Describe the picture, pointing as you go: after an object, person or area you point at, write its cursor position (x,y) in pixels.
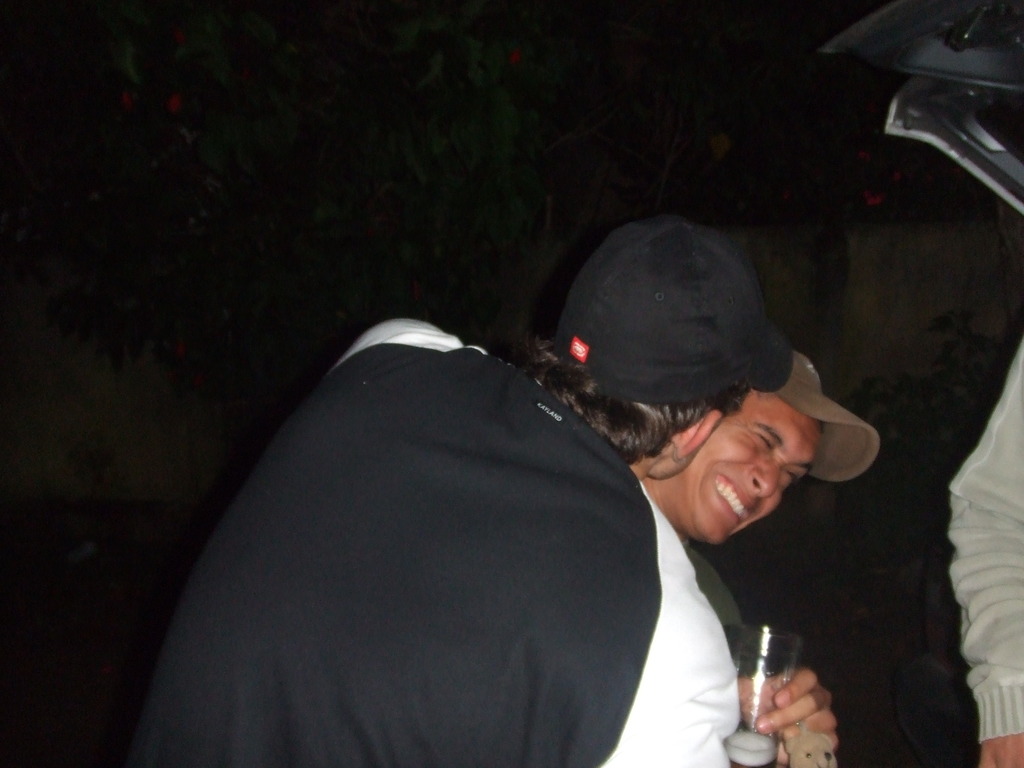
In this picture there is a person (658,465) standing and there is a person (748,413) standing and holding the glass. On the right side of the image (1018,389) there is a person (1018,389). At the back (537,75) there are trees (537,75) and there is wall (877,320).
